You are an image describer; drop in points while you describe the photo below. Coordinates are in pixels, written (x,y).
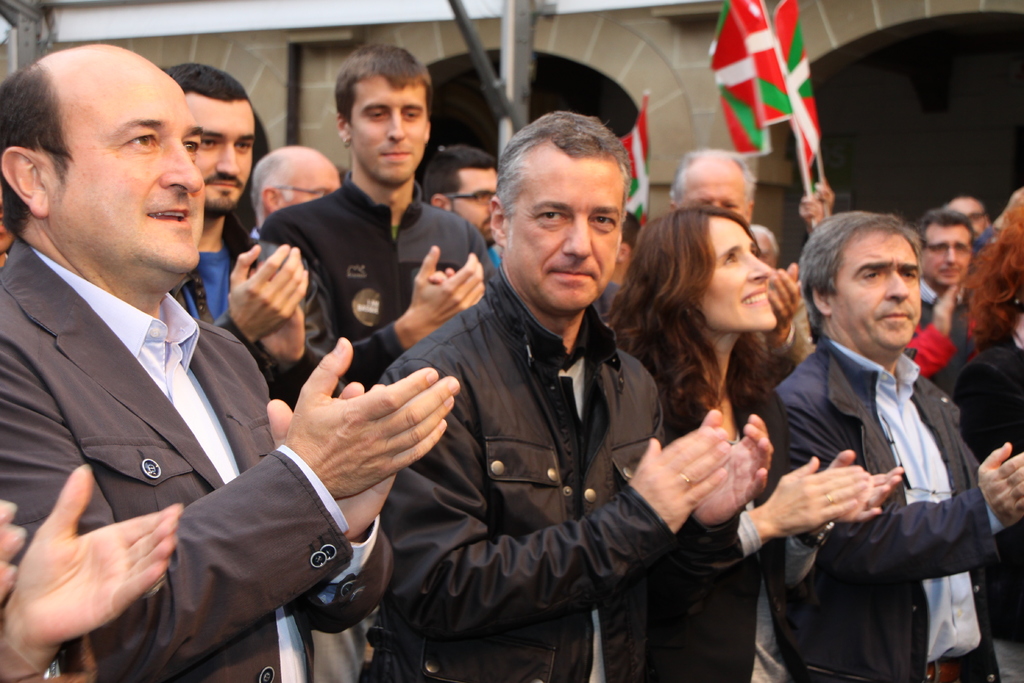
In this image there are many people (435,416) standing. They are smiling and clapping hands (706,486). There are people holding flags (757,124) in their hands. Behind them there is a wall (289,44) of a house (331,46).
